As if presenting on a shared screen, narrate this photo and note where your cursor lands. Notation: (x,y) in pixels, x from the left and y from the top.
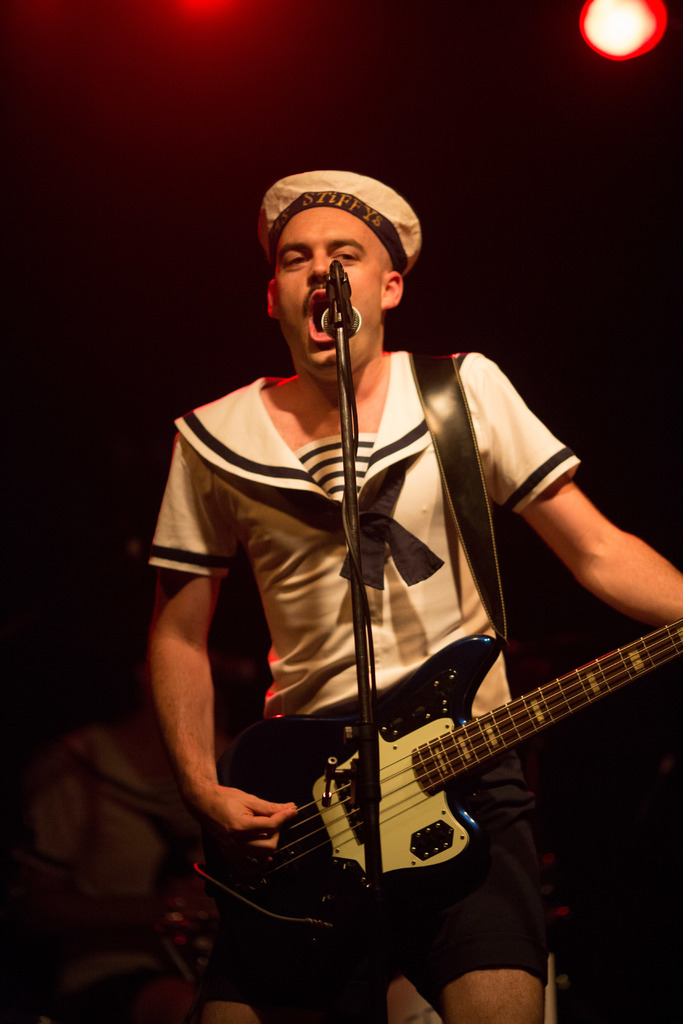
There is a man (507,833) standing and playing guitar (680,641), in front of this man (353,294) we can see microphone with stand (344,299). In the background (186,844) it is dark and we can see person (105,872) and focusing light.
